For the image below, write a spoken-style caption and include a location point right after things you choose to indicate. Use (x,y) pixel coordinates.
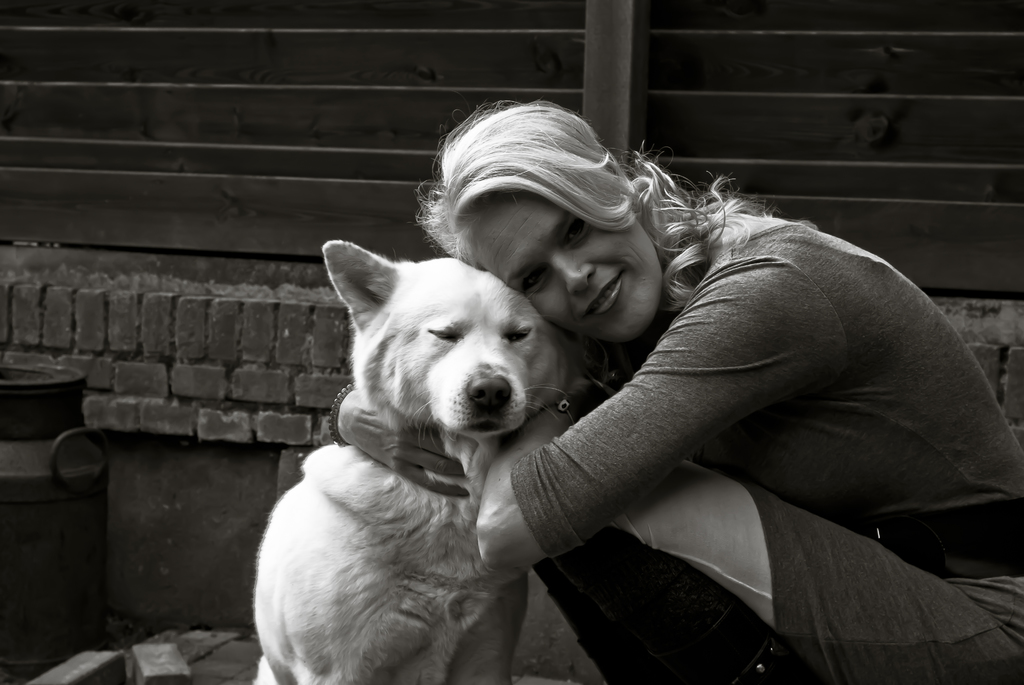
In the image we can see there is a woman (648,474) who is sitting and holding a dog (264,574) and she is hugging the dog (433,500) and the image is in black and white colour.
